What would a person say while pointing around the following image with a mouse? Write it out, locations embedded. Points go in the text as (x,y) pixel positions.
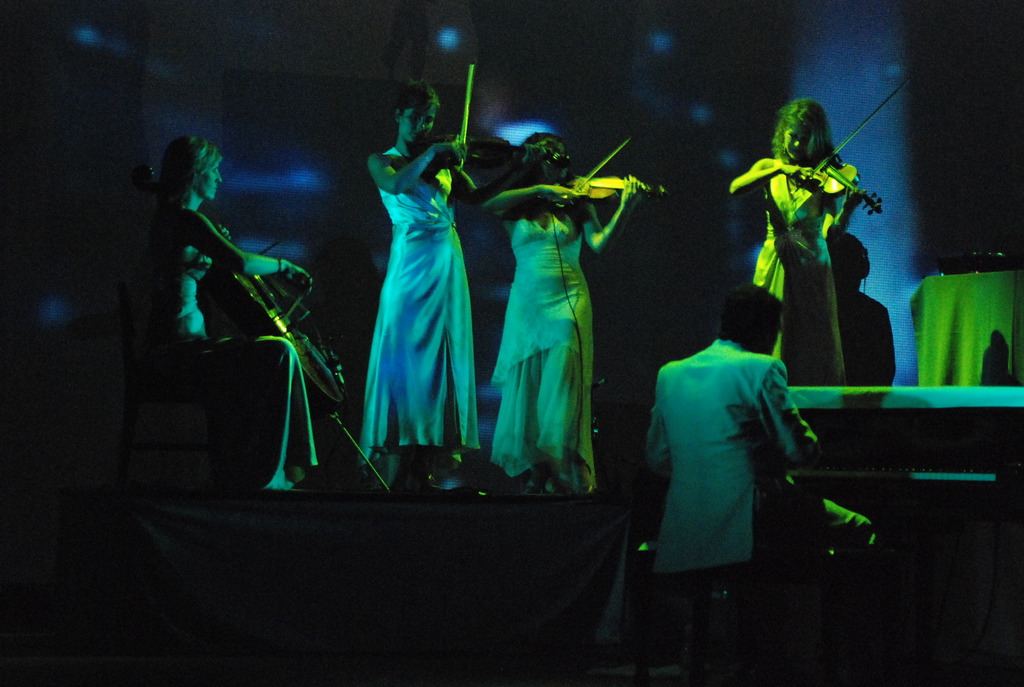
In this picture I can observe four women (570,289) in the middle of the picture (582,304). Three of them are standing. All of them are playing instruments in their hands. On the right side (697,392) I can observe a man (715,396) sitting on the chair (726,574). The background (363,262) is dark.
